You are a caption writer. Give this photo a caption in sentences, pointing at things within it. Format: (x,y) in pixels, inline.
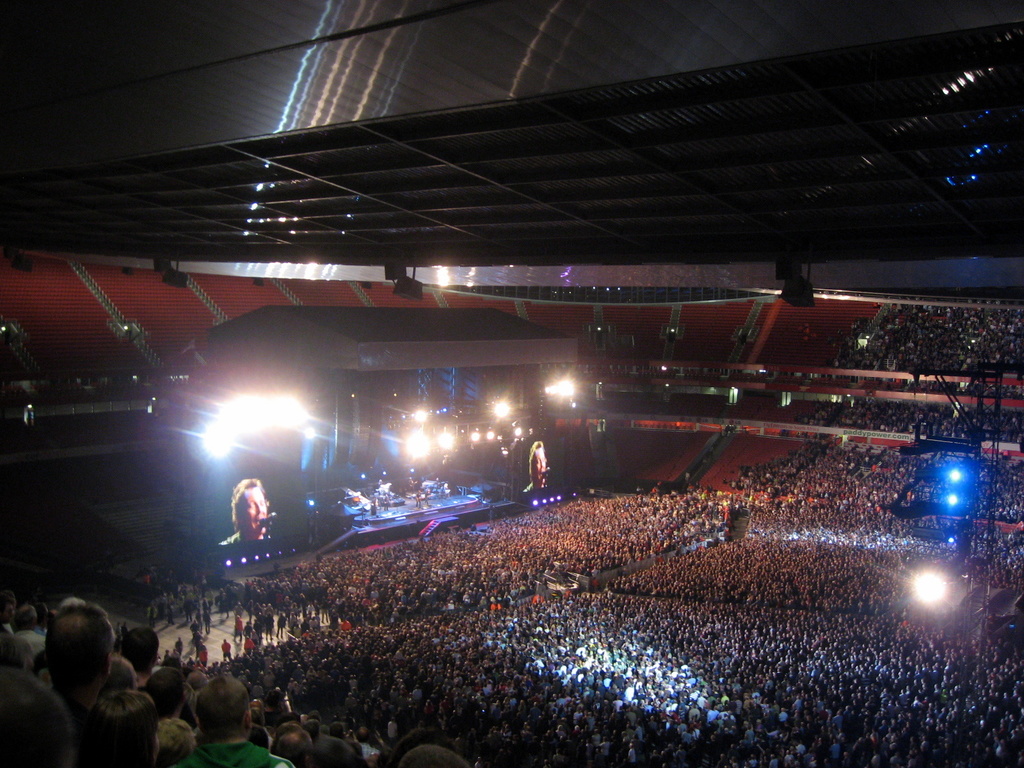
In this picture we can see a group of people (723,625), lights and roof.
